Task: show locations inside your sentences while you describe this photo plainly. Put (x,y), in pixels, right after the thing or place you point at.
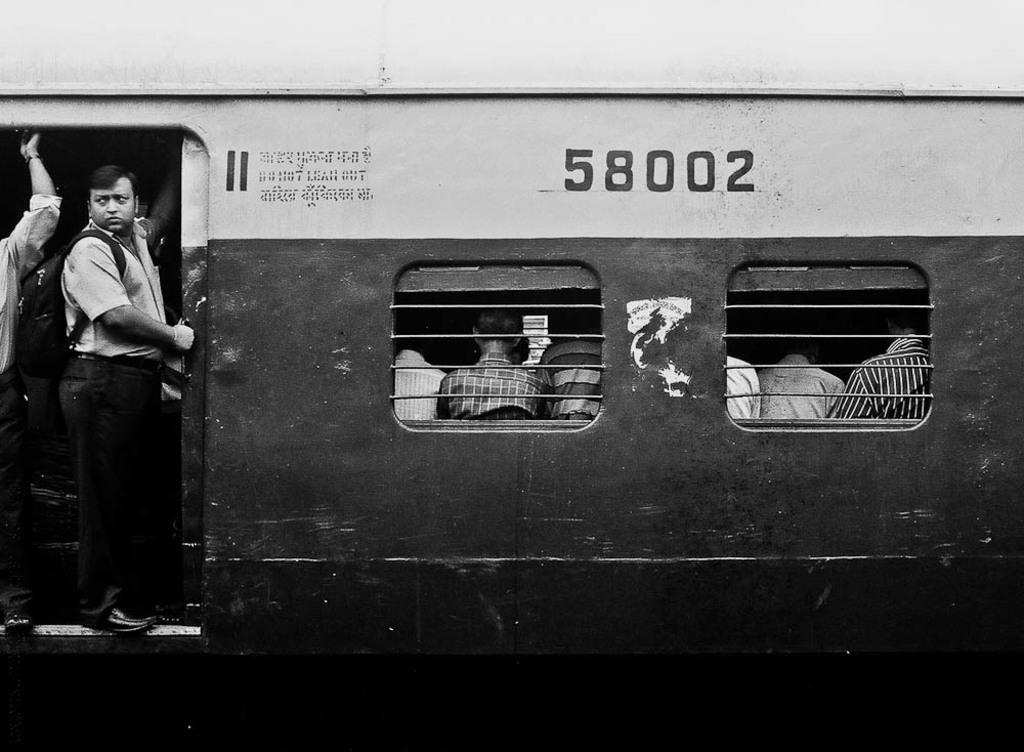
In this image we can see a black and white picture of a train wagon (325,263). To the left side of the image (134,385) we can see group of persons (121,371) standing. One person (137,400) is carrying a bag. In the center (491,388) we can see two windows (727,379) and some person (835,386) sitting.
